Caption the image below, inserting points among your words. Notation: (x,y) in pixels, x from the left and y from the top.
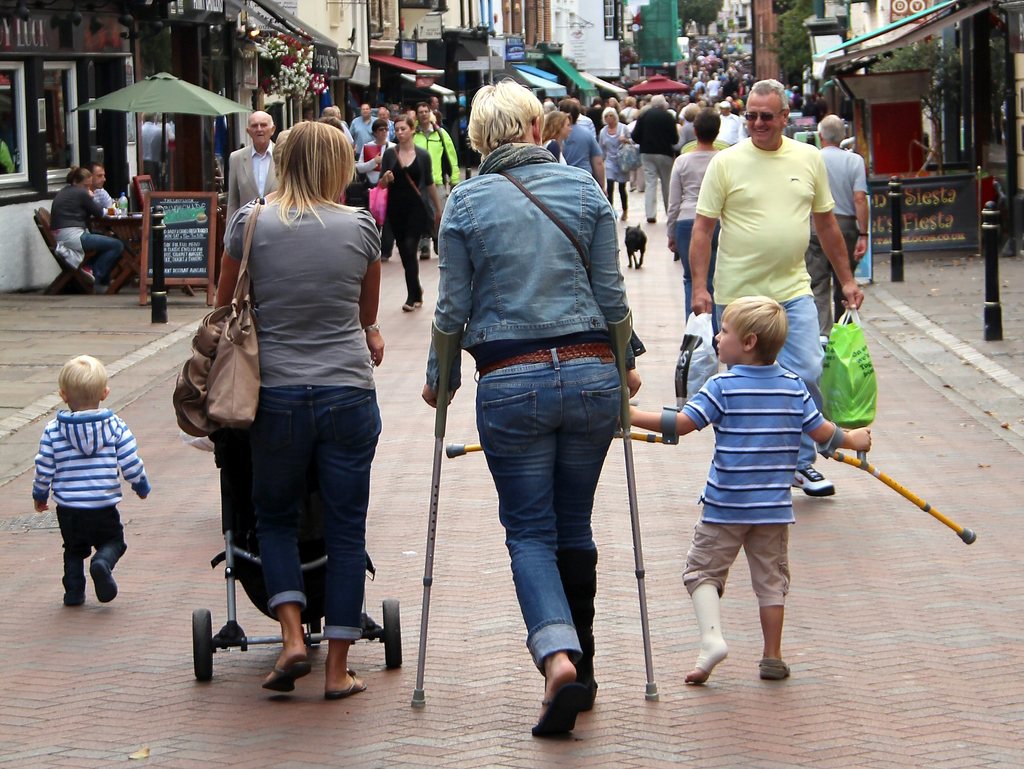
In this image I can see number of people (486,224) are walking. In the front (318,320) I can see one woman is holding a stroller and another one is holding two sticks (624,367). On the right side of this image (753,307) I can see a boy (698,396) is holding two sticks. In the background (471,17) I can see number of buildings (568,93), few trees (943,68), few boards (950,191) and on these boards (922,211) I can see something is written. On the right side of this image (808,324) I can see one man (779,224) is holding two carry bags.
